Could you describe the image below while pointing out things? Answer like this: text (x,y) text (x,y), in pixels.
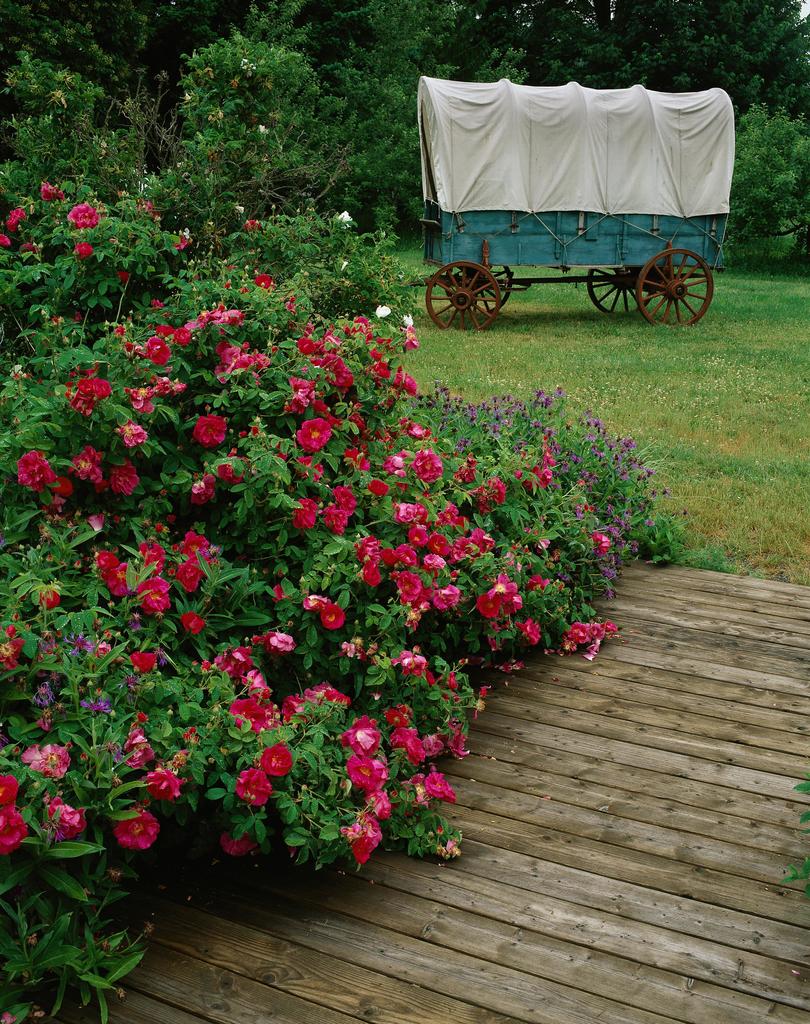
In this image there is a wooden path (651,718), on the left side (92,925) there are rose plants (253,428), in the background (605,241) there is cart (542,264) and trees (690,62).
